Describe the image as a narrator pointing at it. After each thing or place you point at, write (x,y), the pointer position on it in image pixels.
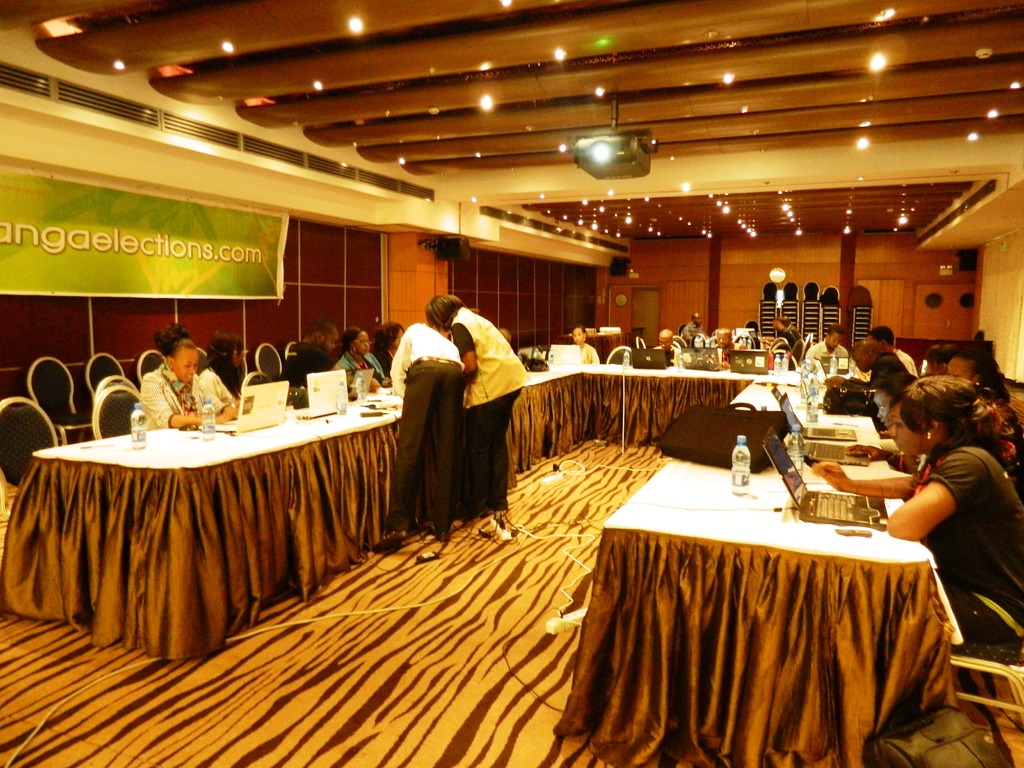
In this image i can see few people (938,388) sitting and operating the laptop (803,495), here two persons (457,382) are standing at the back (776,308) i can see few chairs (809,304), wooden door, at the top (636,173) there is a projector (645,159) and few lights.
